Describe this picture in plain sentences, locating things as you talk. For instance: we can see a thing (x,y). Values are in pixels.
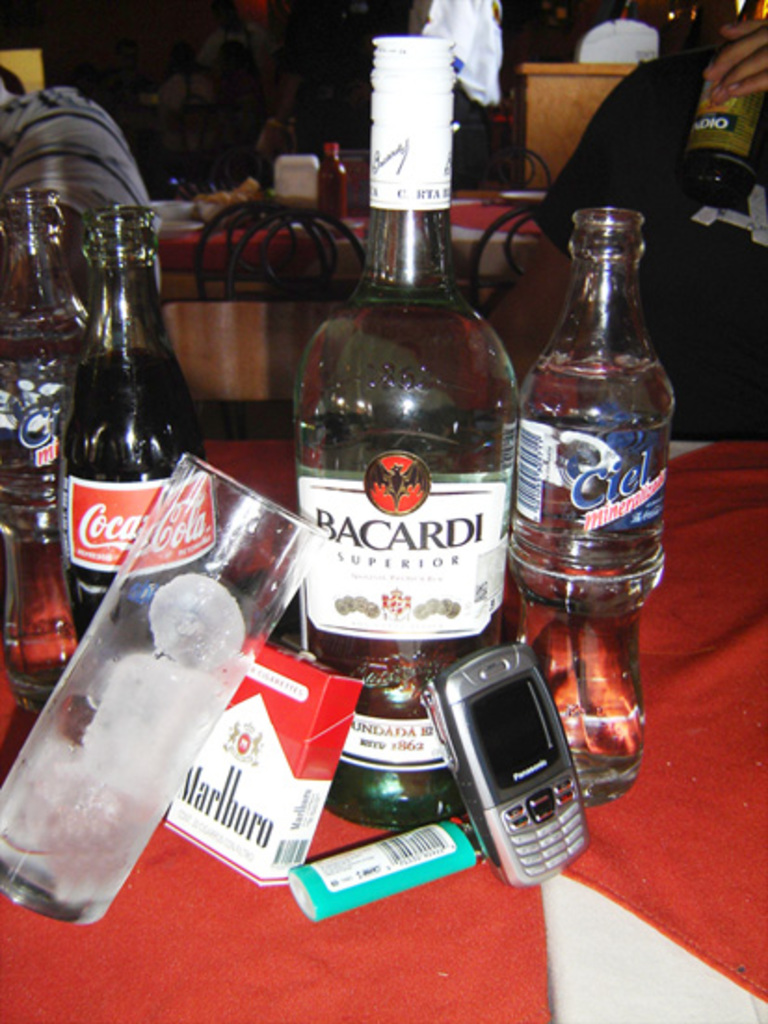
In this picture we can see alcohol bottle (434,482) and some of the water bottles (577,504) here, here is a one coca cola bottle (140,421) and here is a glass (213,559) with ice cubes (209,645) we can see a lighter (403,853) here and mobile phone (503,816) here. In the background (260,307) we can see some of the chairs (288,266) and some people (608,106) sitting and drinking beer (723,151) here.
